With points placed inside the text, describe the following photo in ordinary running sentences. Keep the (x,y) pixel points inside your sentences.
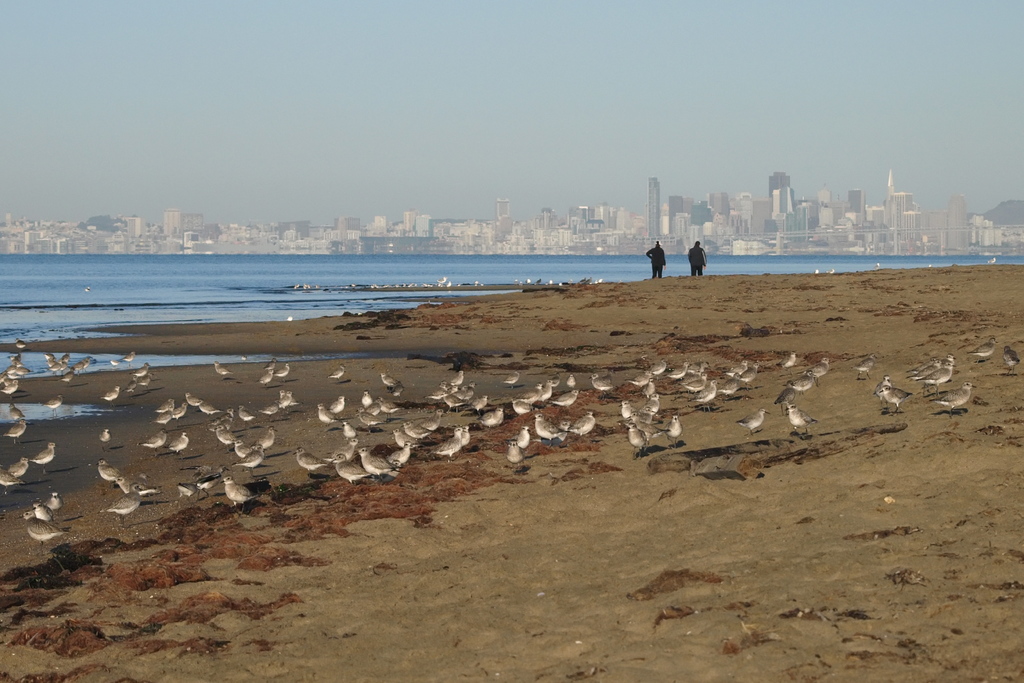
In this image we can see persons (657,267) standing on the seashore (687,276), birds (254,462), sea (323,287), buildings (425,229), skyscrapers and sky (693,146).
